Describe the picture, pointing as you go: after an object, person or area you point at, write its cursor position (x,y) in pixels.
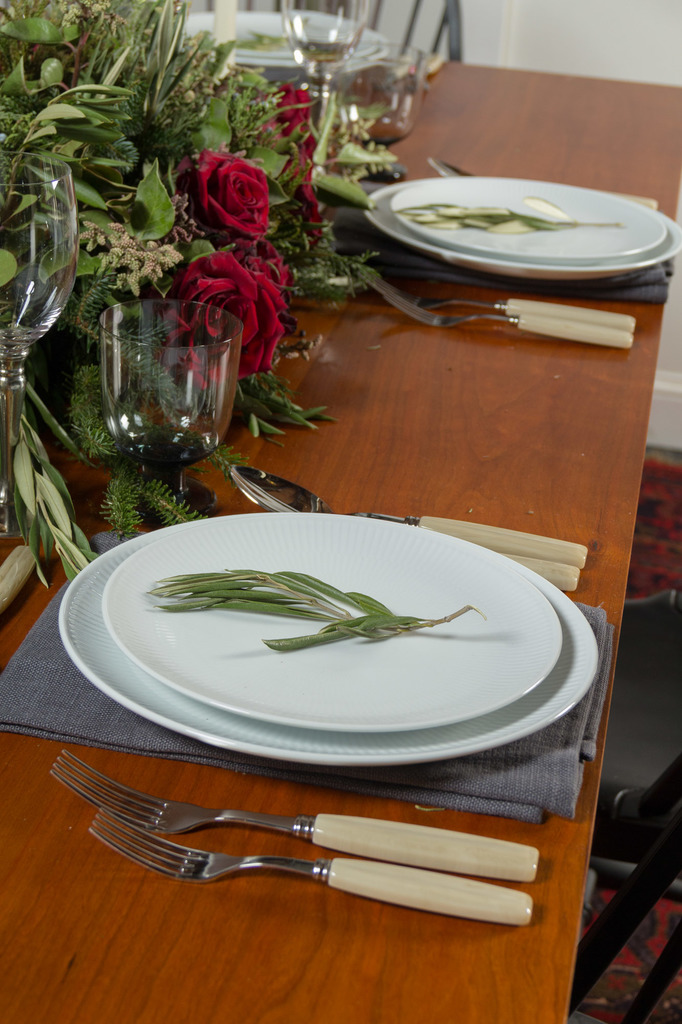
As we can see in the image there is a white color wall (654,74) and a table (329,470). On table (112,818) there are forks (305,825), plates (357,710), spoons (290,502), glasses (372,74) and a bouquet (105,166).
